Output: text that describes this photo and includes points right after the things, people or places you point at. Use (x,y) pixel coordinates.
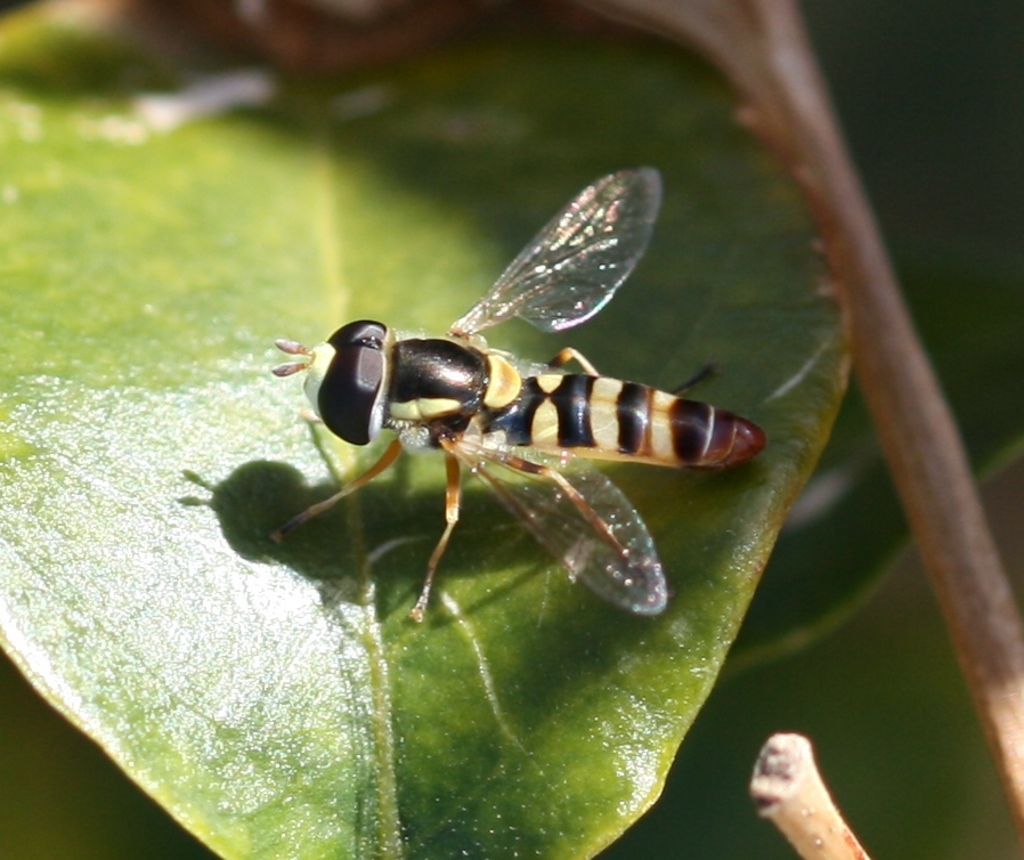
In the picture I can see an insect (553,456) sitting on a leaf (465,285). The background of the image (813,595) is blurred.
